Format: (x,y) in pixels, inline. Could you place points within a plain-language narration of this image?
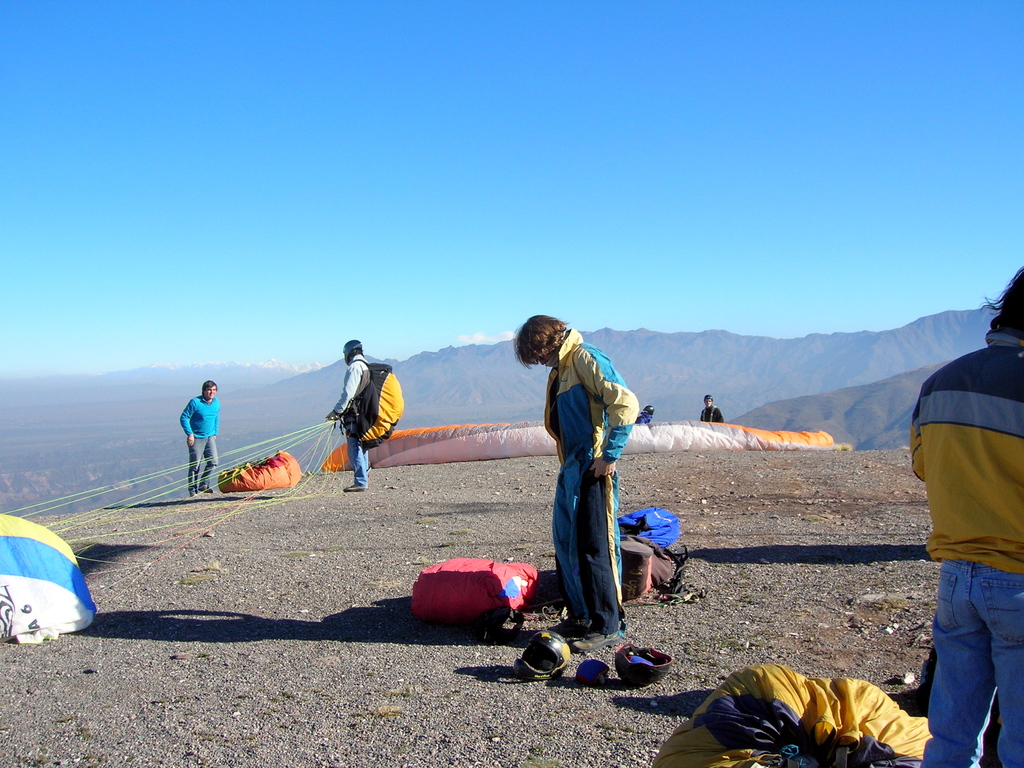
In this picture I can see few people (341,410) are standing and I can see bags (647,588) and helmets (556,672) on the ground (699,590) and I can see a human (352,381) is wearing a bag (377,388) and holding ropes (158,494) and I can see hill (758,365) and a blue sky (456,142).
